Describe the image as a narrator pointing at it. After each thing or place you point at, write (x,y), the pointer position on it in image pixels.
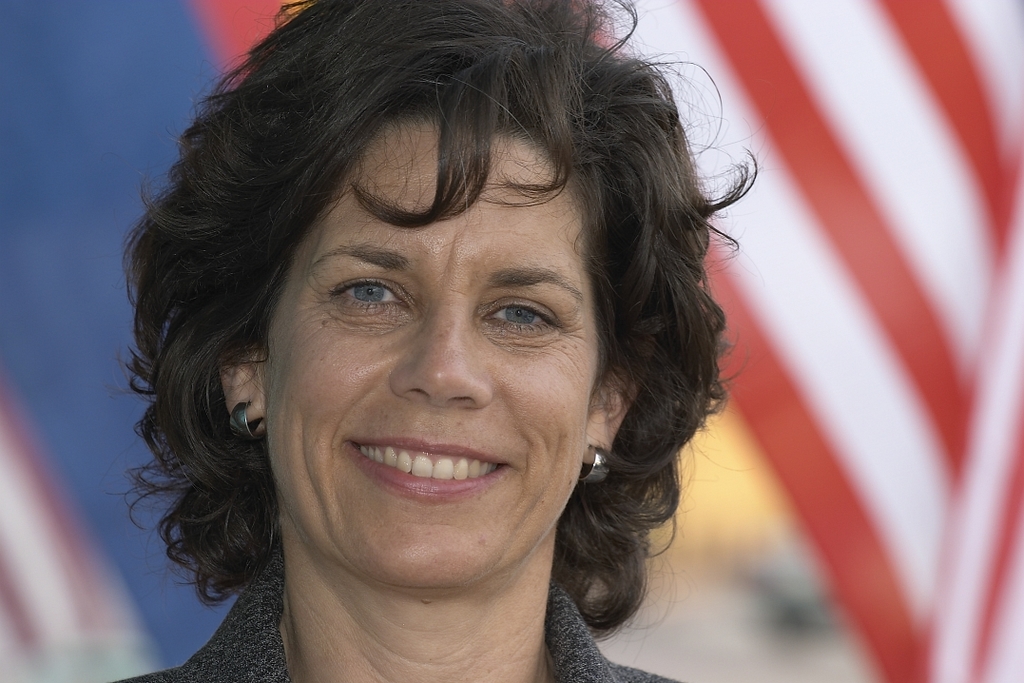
In the picture I can see a woman (393,457) is smiling. In the background (810,443) I can see a flag (817,429). The background of the image (817,409) is blurred.
